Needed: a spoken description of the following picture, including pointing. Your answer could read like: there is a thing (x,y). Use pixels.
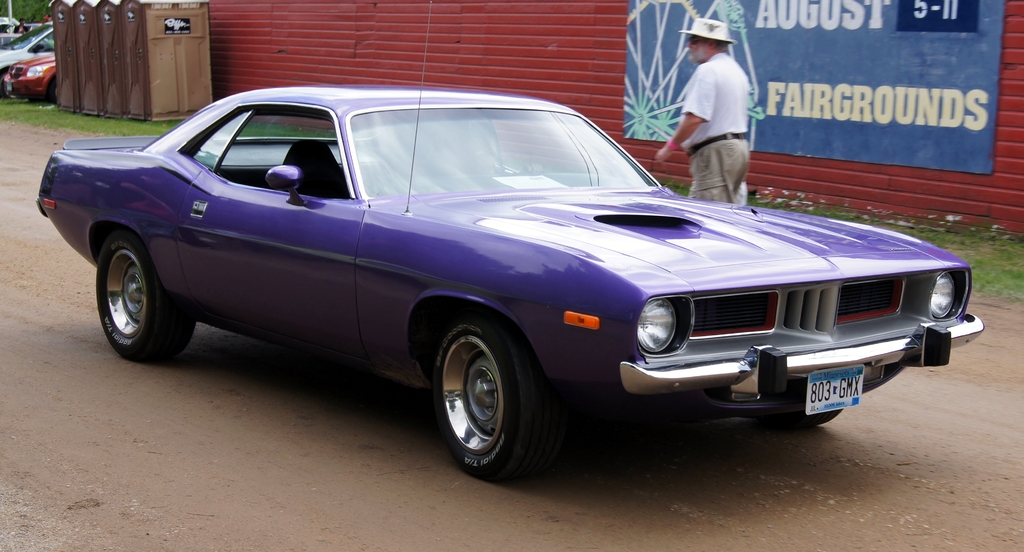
In this image we can see a car (336,270) on the road (504,497). In the background (555,67) we can see the building wall (472,24) and some vehicles (50,95) and grass (37,107). We can also see the text (873,15) on the wall (908,19). There is a man (714,31) wearing the hat (694,26) and walking.
